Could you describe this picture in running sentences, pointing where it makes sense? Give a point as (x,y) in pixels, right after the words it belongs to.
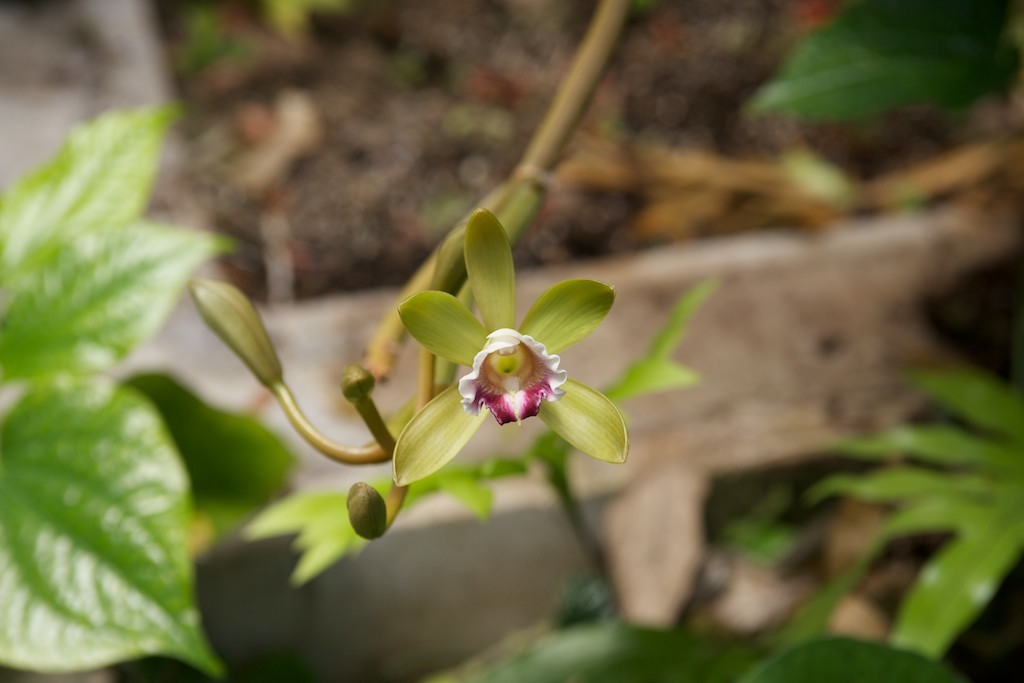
In this image we can see a flower (445,356) and leaves (102,488).
